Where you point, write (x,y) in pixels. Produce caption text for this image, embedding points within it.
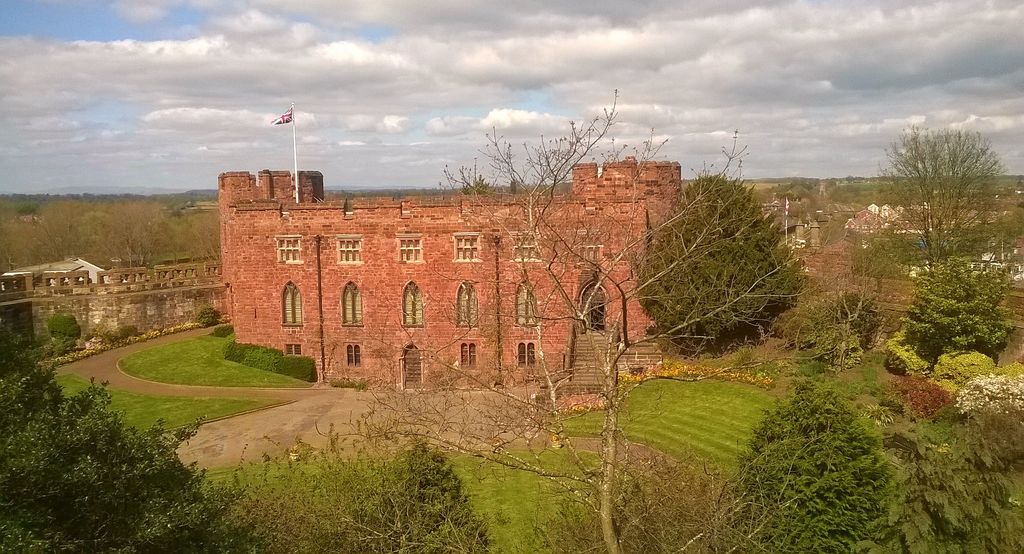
Here we can see trees (17,395), grass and plants (728,365) and we can see building (371,218), wall (176,311) and flag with pole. We can see sky (692,69) with clouds (702,101).
